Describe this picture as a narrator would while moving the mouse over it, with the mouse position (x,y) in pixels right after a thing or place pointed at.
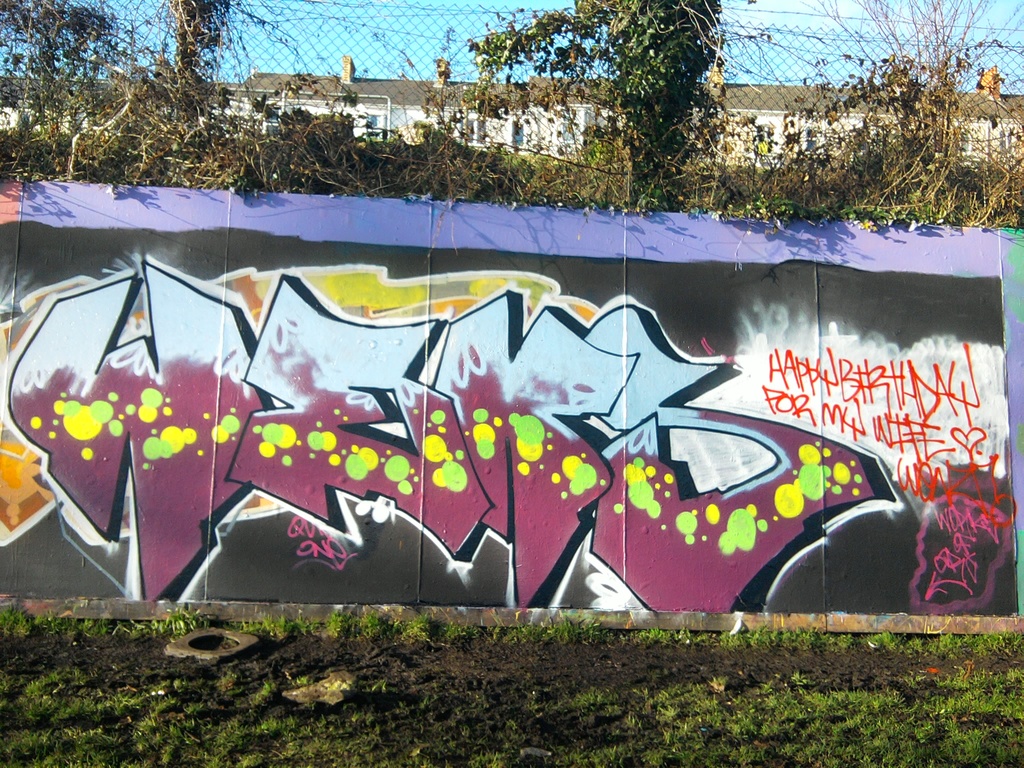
This picture shows Graffiti (391,389) on the wall (402,372) and we see few plants (721,119) and grass (48,761) on the ground (503,713) and we see a building (1004,120) and a metal fence (448,66) on the wall (169,214) and a blue sky (306,56).
